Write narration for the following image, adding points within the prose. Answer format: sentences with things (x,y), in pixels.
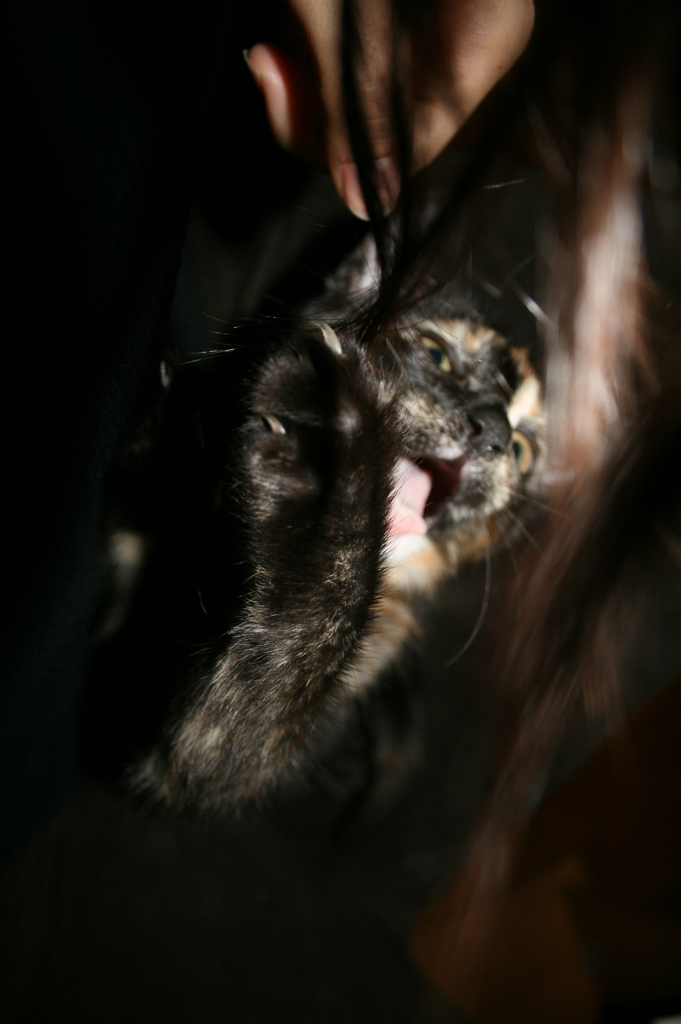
In this image we can see there is an animal (348,513) and the background (117,720) is dark.
